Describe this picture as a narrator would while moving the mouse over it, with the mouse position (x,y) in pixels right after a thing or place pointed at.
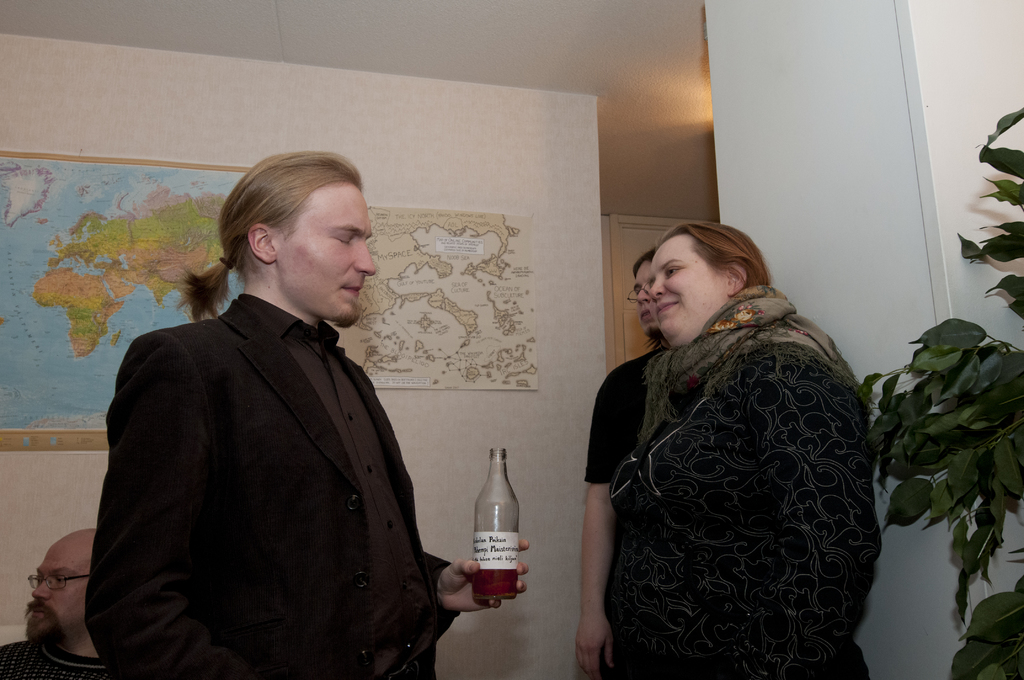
There is a person (424,661) standing on the left side (317,170) and he is holding a bottle (512,497) in his hand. There is a woman (830,617) standing on the right side (830,638) and she is smiling. In the background (652,326) we can see two people (622,401) and a world map (124,234).
